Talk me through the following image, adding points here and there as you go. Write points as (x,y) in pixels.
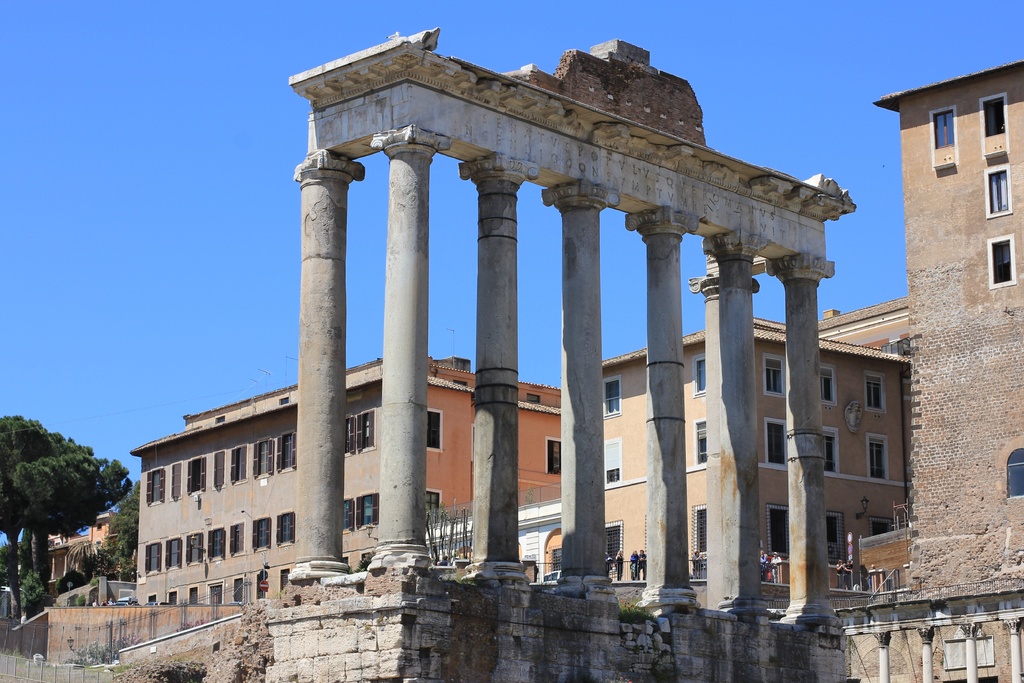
In this picture we can see the pillars (413,401) and buildings (1023,409). Some people (621,554) are standing on the path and in front of the buildings (169,514), it looks like a fence (96,644). On the left side of the buildings (203,471) there are trees (62,525) and behind the buildings (356,430) there is the sky (180,229).
